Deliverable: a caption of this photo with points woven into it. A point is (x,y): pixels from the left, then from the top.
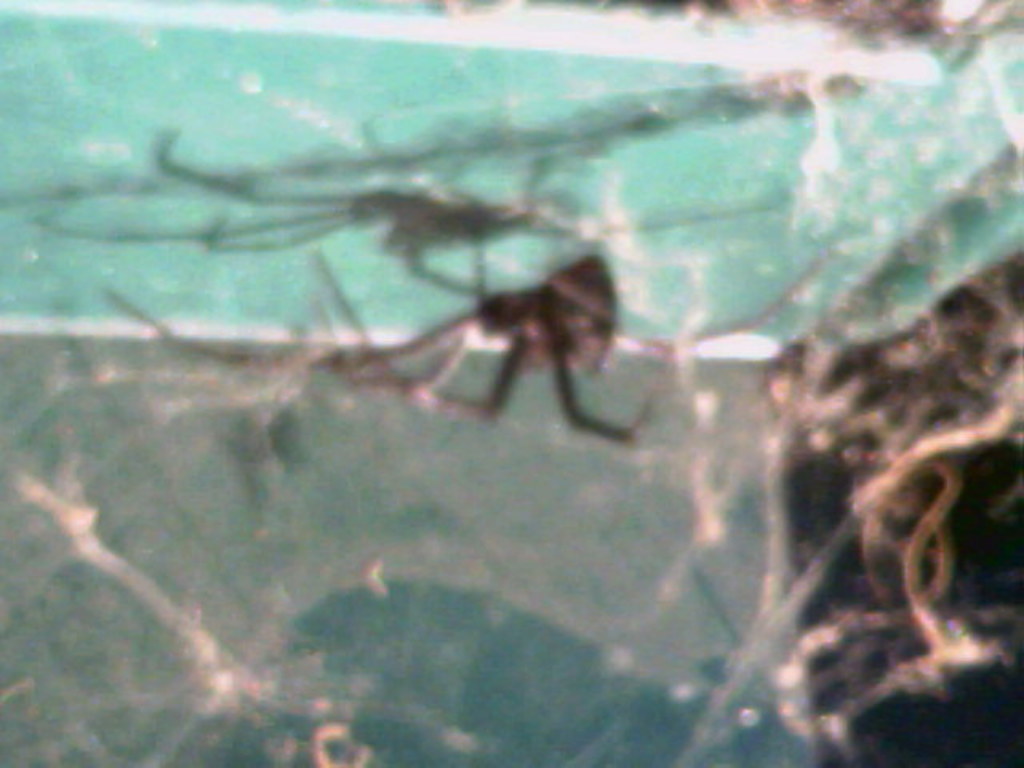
It is a blur image, it looks like there is a spider (519,360) in the spider web (216,682).
